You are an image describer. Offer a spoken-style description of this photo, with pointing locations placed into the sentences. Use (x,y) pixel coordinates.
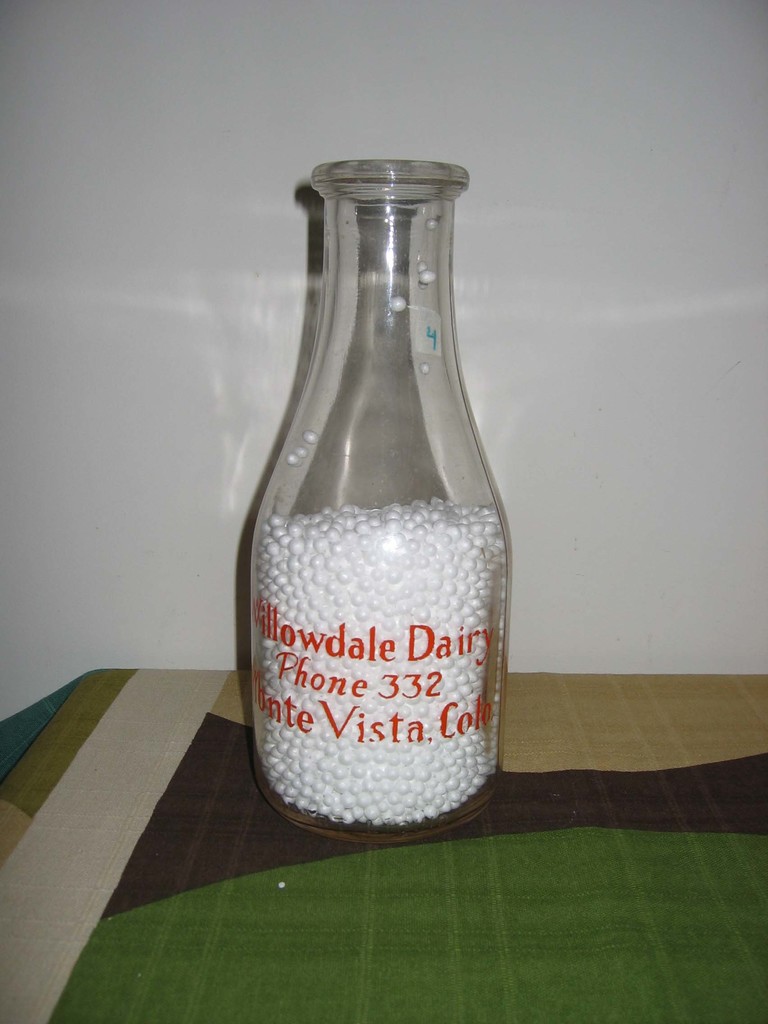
On this table (442,852) there is a bottle (369,673) with thermocol balls (360,595).
